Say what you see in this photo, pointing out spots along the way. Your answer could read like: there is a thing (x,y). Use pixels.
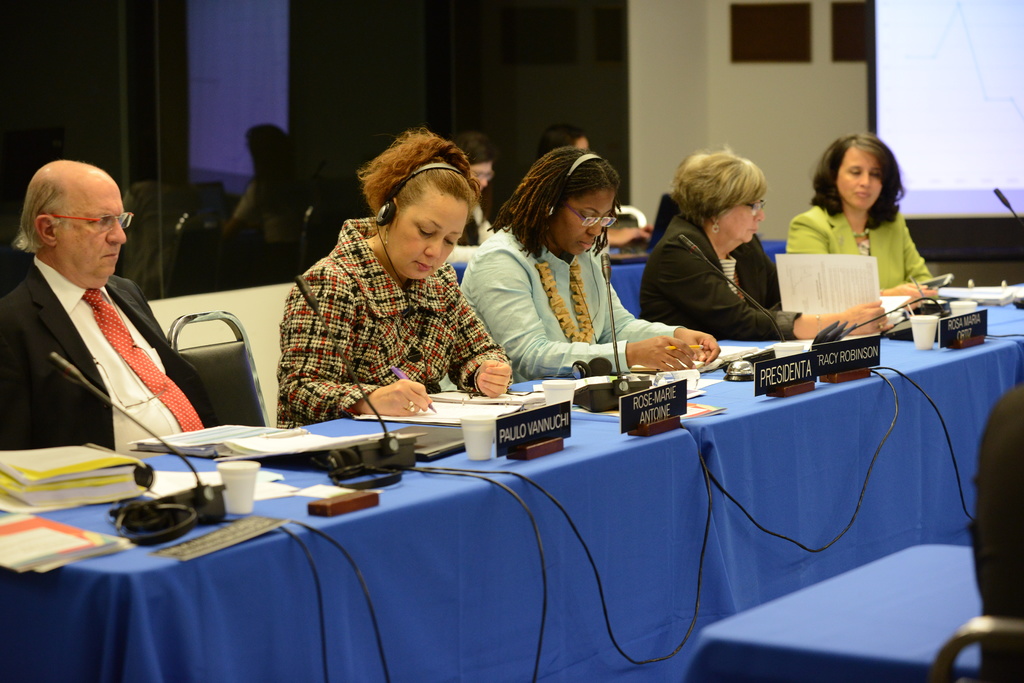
In this image we can see a few people (475,263) sitting on the chairs (645,223) in front of the table (659,464) and the table (637,618) is covered with a blue color cloth (513,562). On the table (419,476) we can see the books (74,542), mike's (192,491) with wires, cups (225,473), papers (236,447) and also name boards (857,361). In the background (954,135) we can see the screen (911,70) for displaying. We can also see the frames (800,30) attached to a wall (720,76). There is also a woman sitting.
